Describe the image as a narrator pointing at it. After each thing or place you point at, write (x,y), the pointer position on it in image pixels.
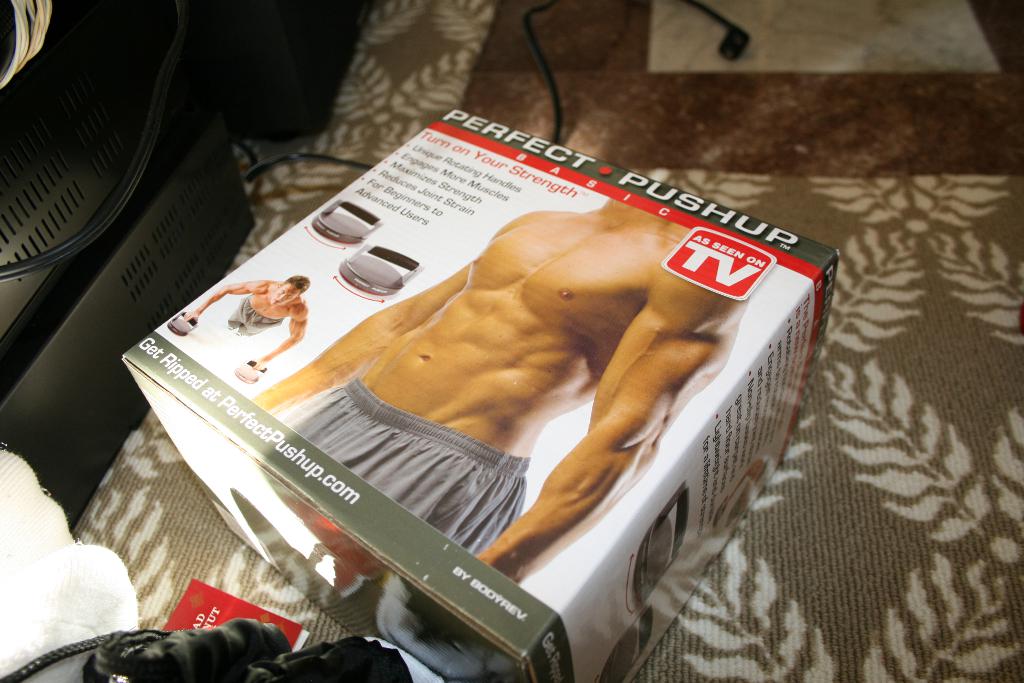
In this image we can see a box (603,473) with some text (431,194) and depiction of a person (337,381) on it on the cloth (747,515). To the left side of the image (137,337) there is a electronic item (182,123). In the background of the image (837,36) there is floor (809,32). There is wire (737,35).
